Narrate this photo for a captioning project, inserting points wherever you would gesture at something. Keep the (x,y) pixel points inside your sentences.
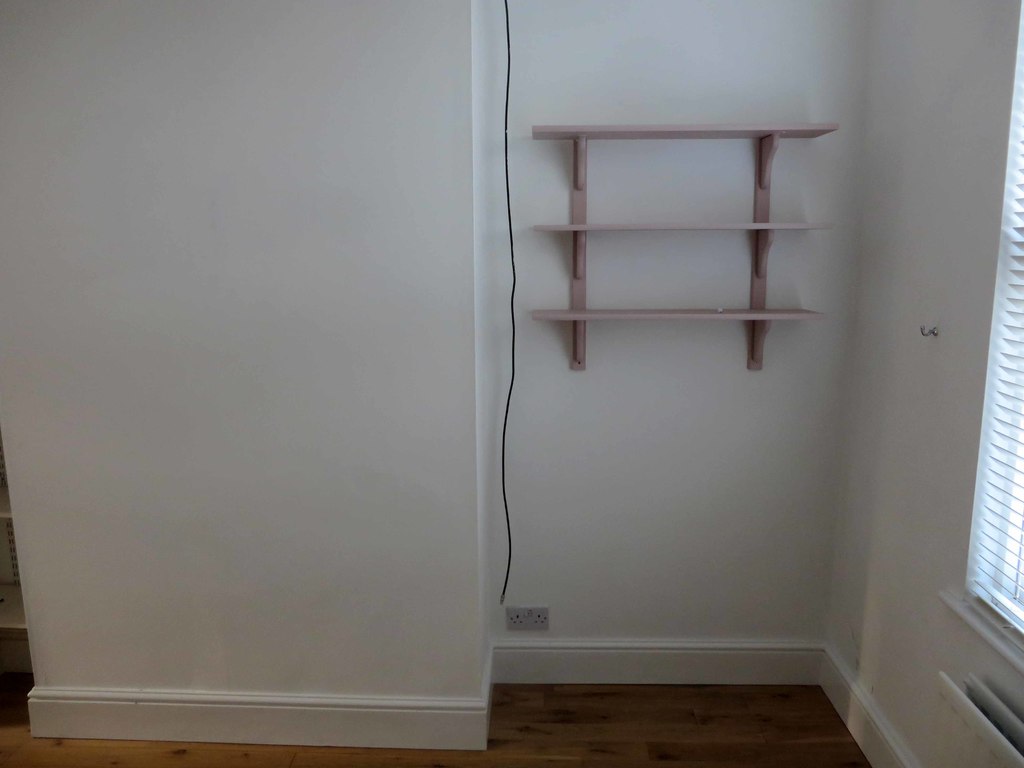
This picture is clicked inside the room (374,640). On the right side (889,669), we see a white wall (906,581) and a window blind (994,480). In the middle (504,349), we see a white wall (700,535) and a wooden rack (582,141). Beside that, we see a wire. At the bottom (624,702), we see a wooden floor (591,707).
